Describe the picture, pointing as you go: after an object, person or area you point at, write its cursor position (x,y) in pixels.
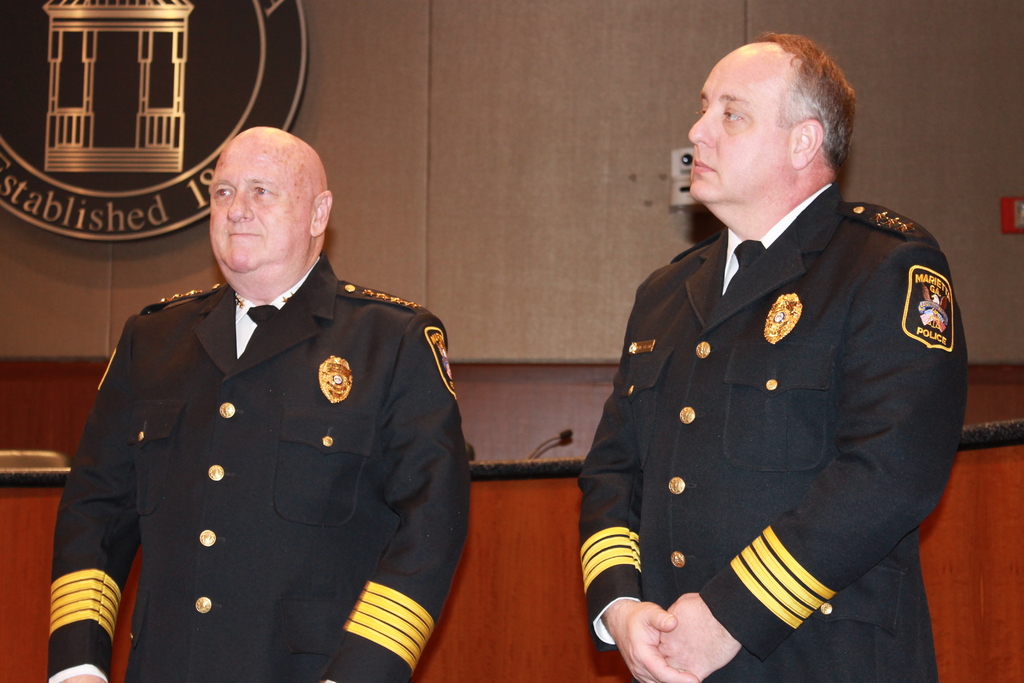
In the image I can see two men (585,472) standing wearing clothes (724,477), I can see the microphone (550,448), wall (633,211) and the logo (191,106).
